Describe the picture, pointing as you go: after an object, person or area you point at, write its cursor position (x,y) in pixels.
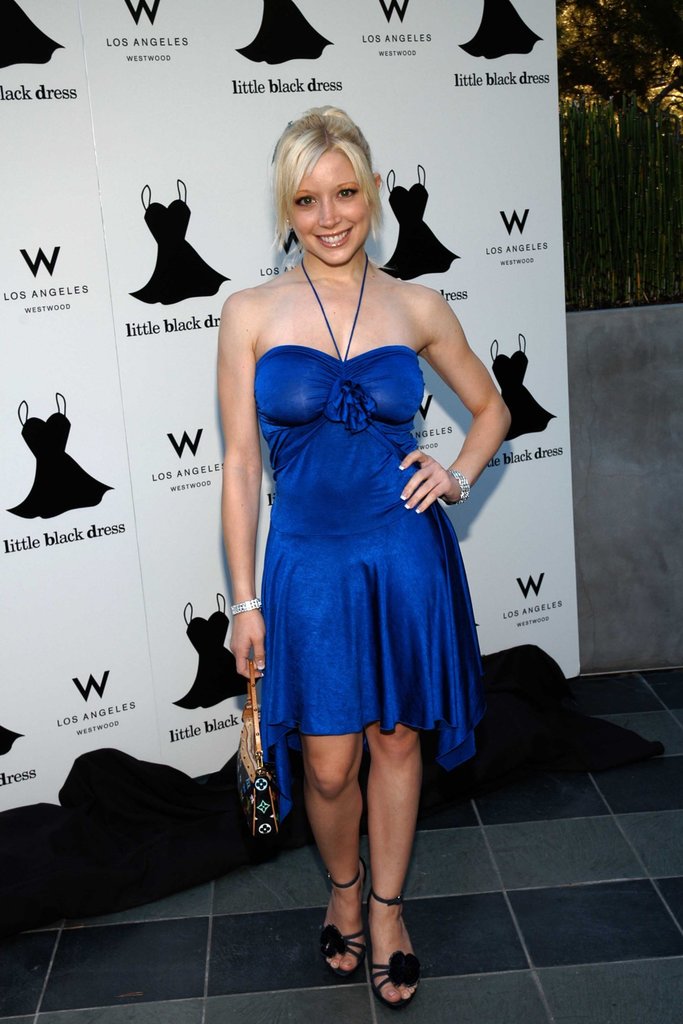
In the middle of this image (340,417), there is a woman (323,114) in a blue color dress (355,469), holding a handbag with a hand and smiling. In the background (501,241), there is a banner (32,690), on which there are paintings (56,48) of black color dresses (19,12) and black color texts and there are trees (652,52).
